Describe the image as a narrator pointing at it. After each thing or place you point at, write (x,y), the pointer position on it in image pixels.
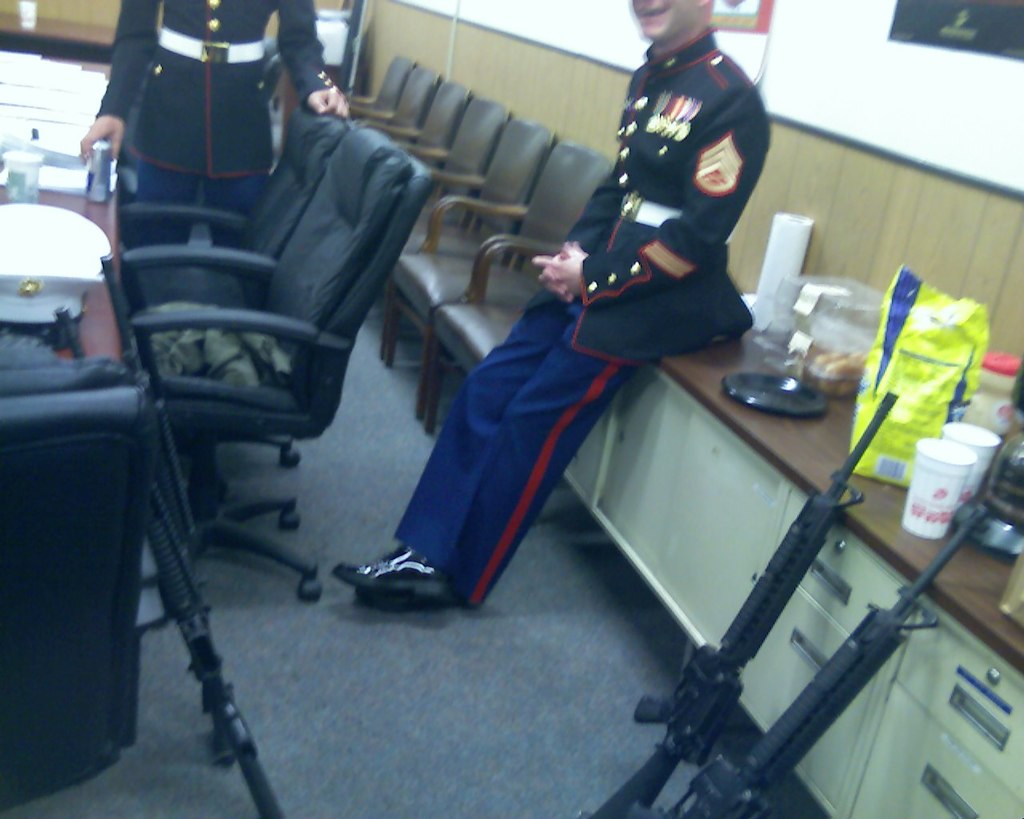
These 2 persons (213,66) are standing. We can able to see chairs (348,244) and tables (798,423). On this table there is a hat (60,267), glasses (941,493), plate (794,398), boxes (826,303) and food pack (910,306). Beside this table (764,547) there are guns (699,768).
